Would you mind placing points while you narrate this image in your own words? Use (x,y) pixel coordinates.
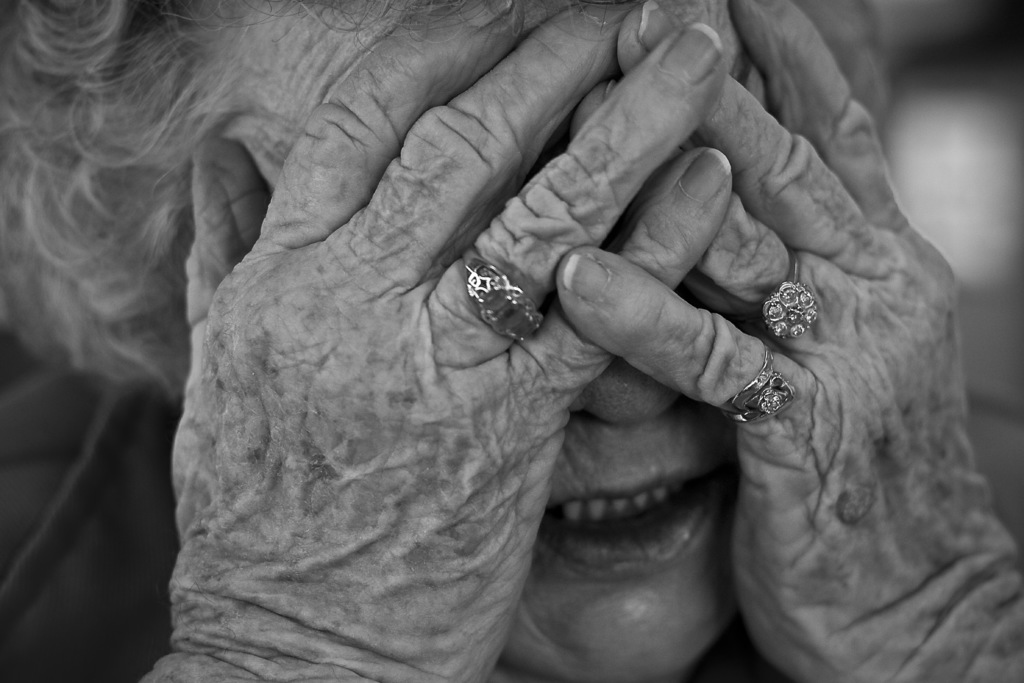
This is a black and white picture, in this picture we can see a old woman (272,71) closing her eyes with hands (415,464) and we can see rings (503,309) on her fingers (570,212). In the background of the image (964,147) it is blurry.
